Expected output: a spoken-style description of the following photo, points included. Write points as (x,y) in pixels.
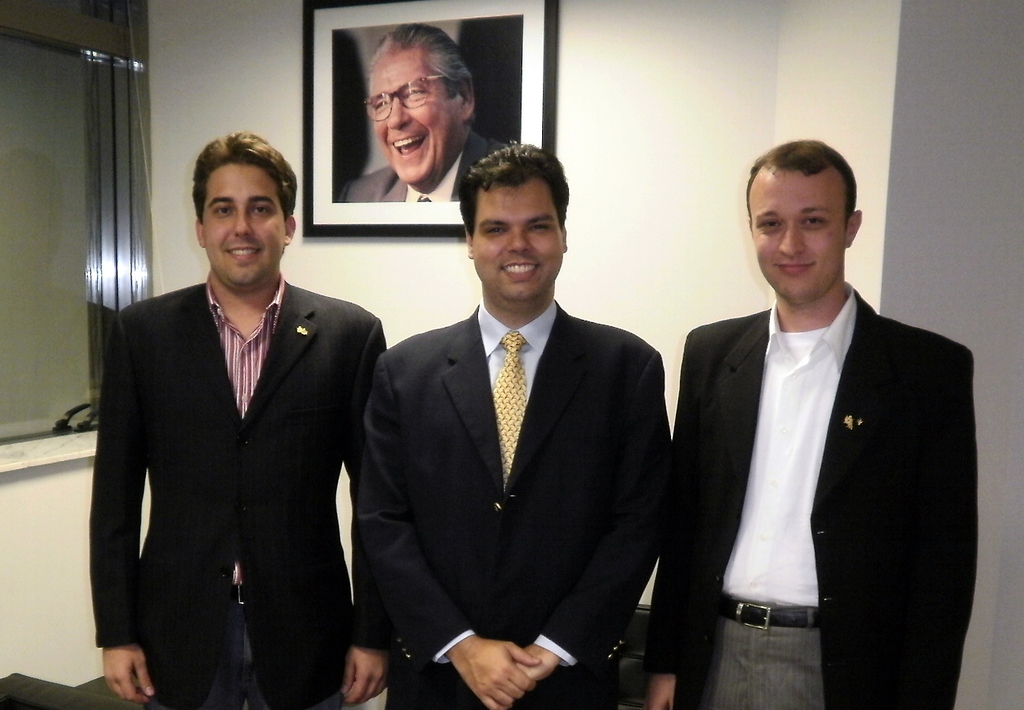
In the picture we can see three men (701,685) are standing, they are wearing blazers (178,361) with shirts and one man (544,703) is also wearing a tie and in the background (29,105) we can see a wall (886,281) and a photo frame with a person image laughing in it and besides we can see a glass window (37,402).
